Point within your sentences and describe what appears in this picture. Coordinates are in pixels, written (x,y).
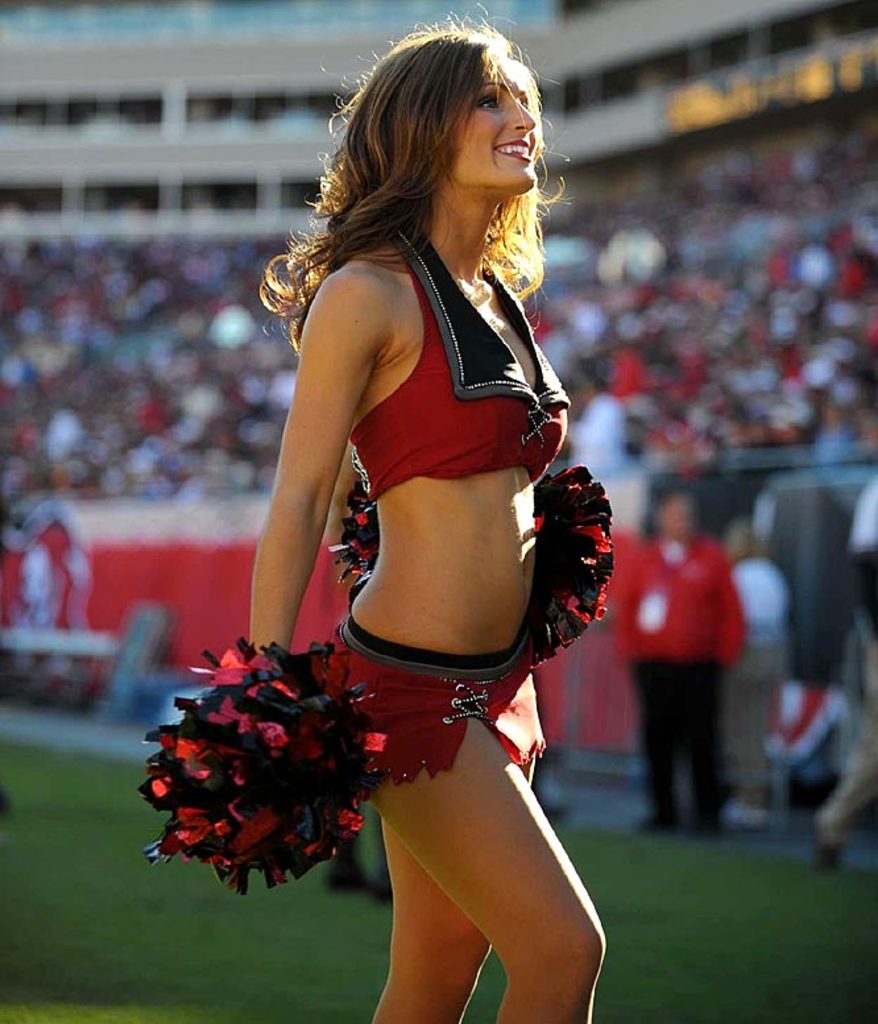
In this image there is a person (438,584) truncated towards the bottom of the image (462,835), the person (478,540) is holding an object (345,767), there is grass (61,822) truncated towards the bottom of the image (244,970), there is grass (160,919) truncated towards the left of the image (106,846), there is a person (660,638) standing, there is a person (861,544) truncated towards the right of the image (856,787), there is an object (81,582) truncated towards the left of the image (93,545), there is a building (183,91) truncated towards the top of the image (144,47), there are group of persons (171,358) truncated, the background of the image (73,344) is blurred.
